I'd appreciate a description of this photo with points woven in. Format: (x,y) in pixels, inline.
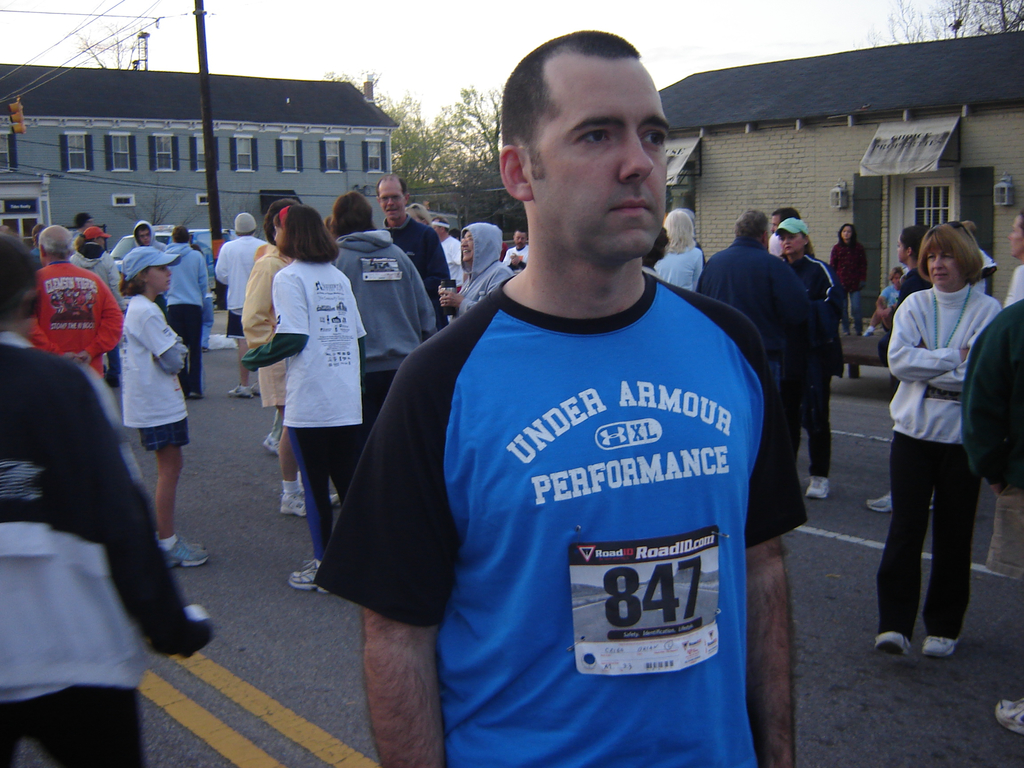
In the picture I can see a person (599,605) wearing blue color T-shirt (567,546) is standing here and in the background (47,261), I can see many people (375,345) are standing on the road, I can see houses (201,166), poles (215,174), wires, trees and the sky (714,6).
